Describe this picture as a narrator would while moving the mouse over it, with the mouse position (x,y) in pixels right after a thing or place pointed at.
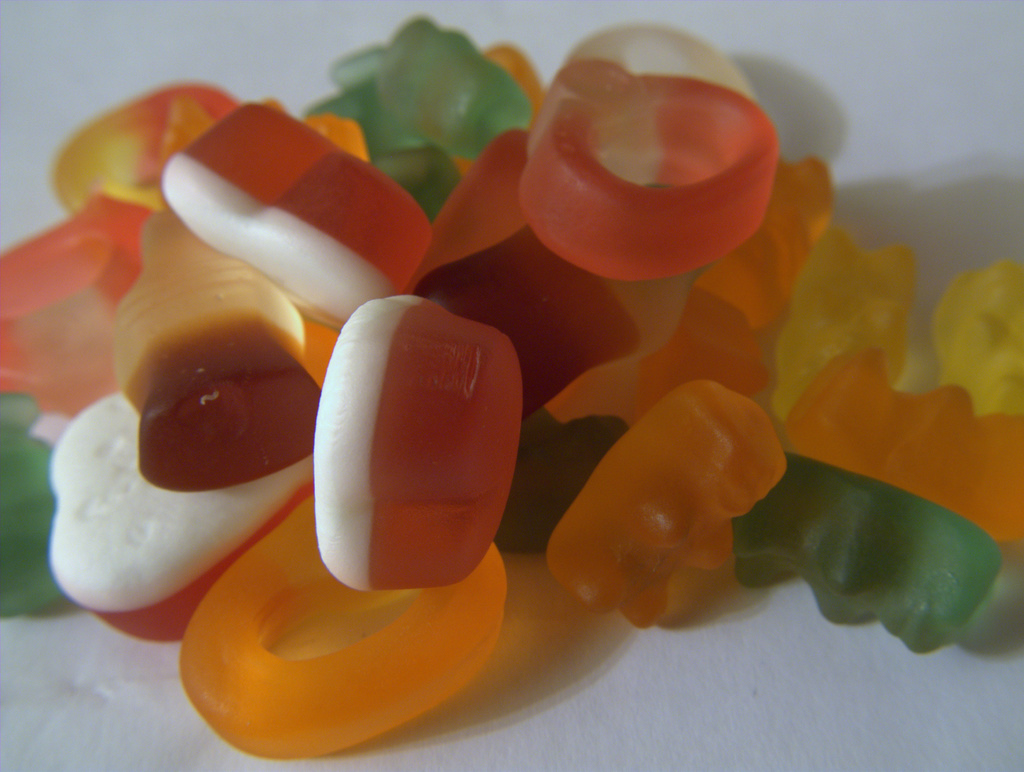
In this image we can see gummy candies (462,528) on white surface (131,660).
